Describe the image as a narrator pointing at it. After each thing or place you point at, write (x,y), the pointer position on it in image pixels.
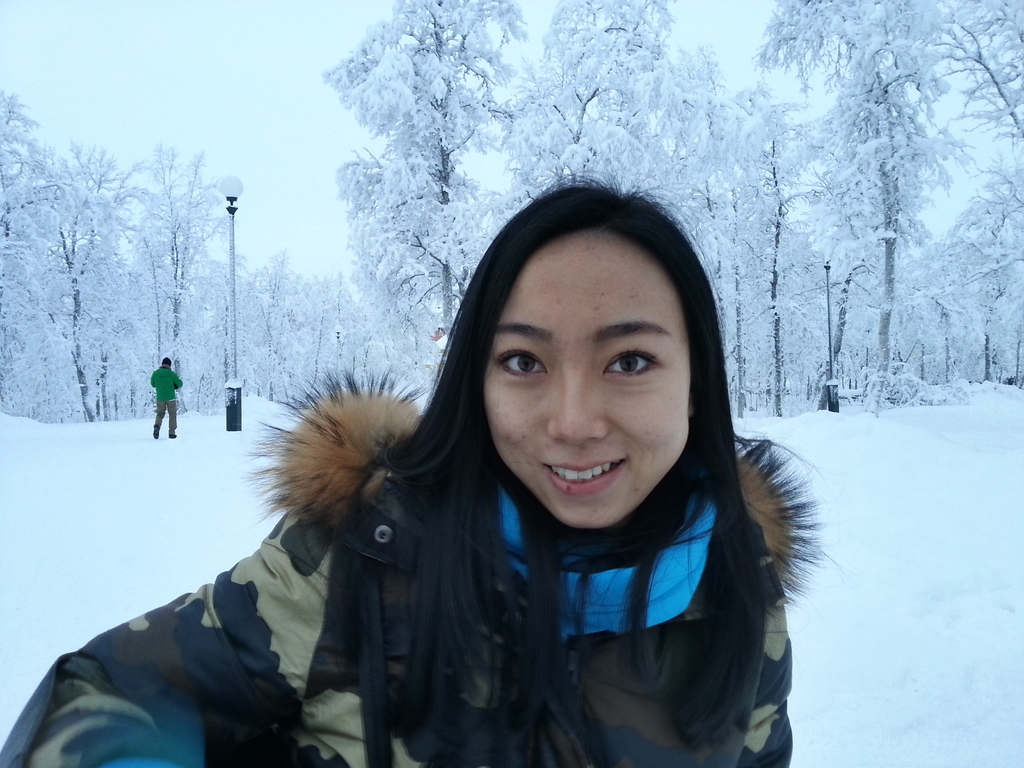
In this image at front (312,533) there is a person (591,491) standing on the surface of the snow (225,548). At the back side (230,379) there is a light (235,231). Beside the light (235,372) there is a person (164,383). At the background (401,132) there are trees (221,369) and sky (185,92).
